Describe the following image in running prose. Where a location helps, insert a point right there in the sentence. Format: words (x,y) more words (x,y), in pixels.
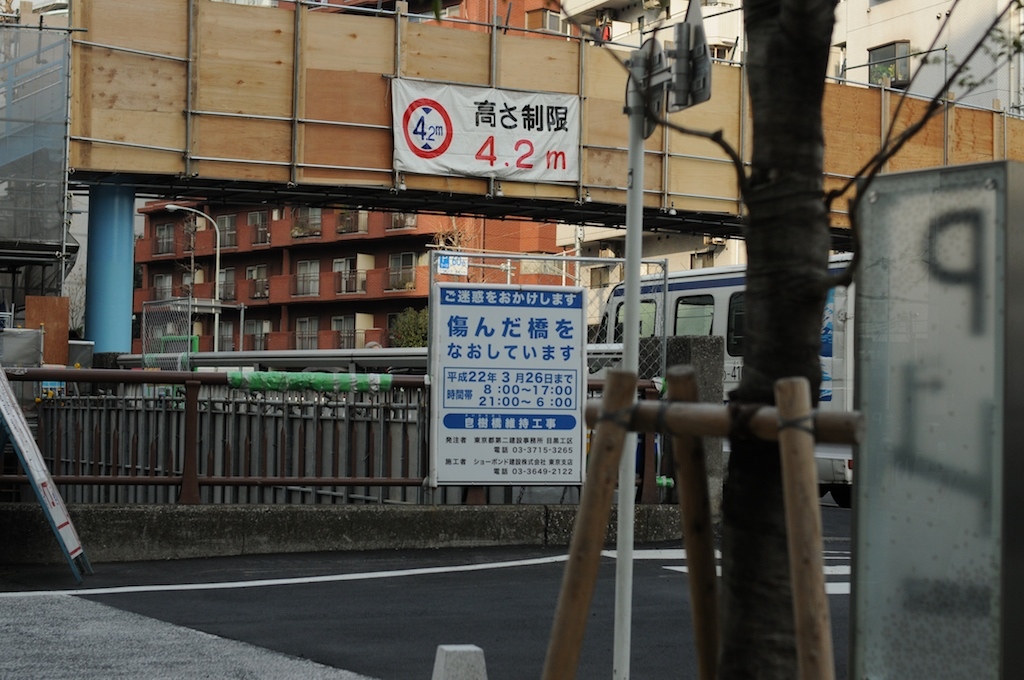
In the center of the image (535,328) we can see sign board (513,328) with some text (564,409) on it, a banner (514,135), group of poles (388,372) and a barricade (378,478). In the foreground (576,560) we can see poles (800,528) and tree (790,242). In the background (618,271), we can see a group of buildings (274,326) with windows (314,320), a bus (688,318) and light poles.
